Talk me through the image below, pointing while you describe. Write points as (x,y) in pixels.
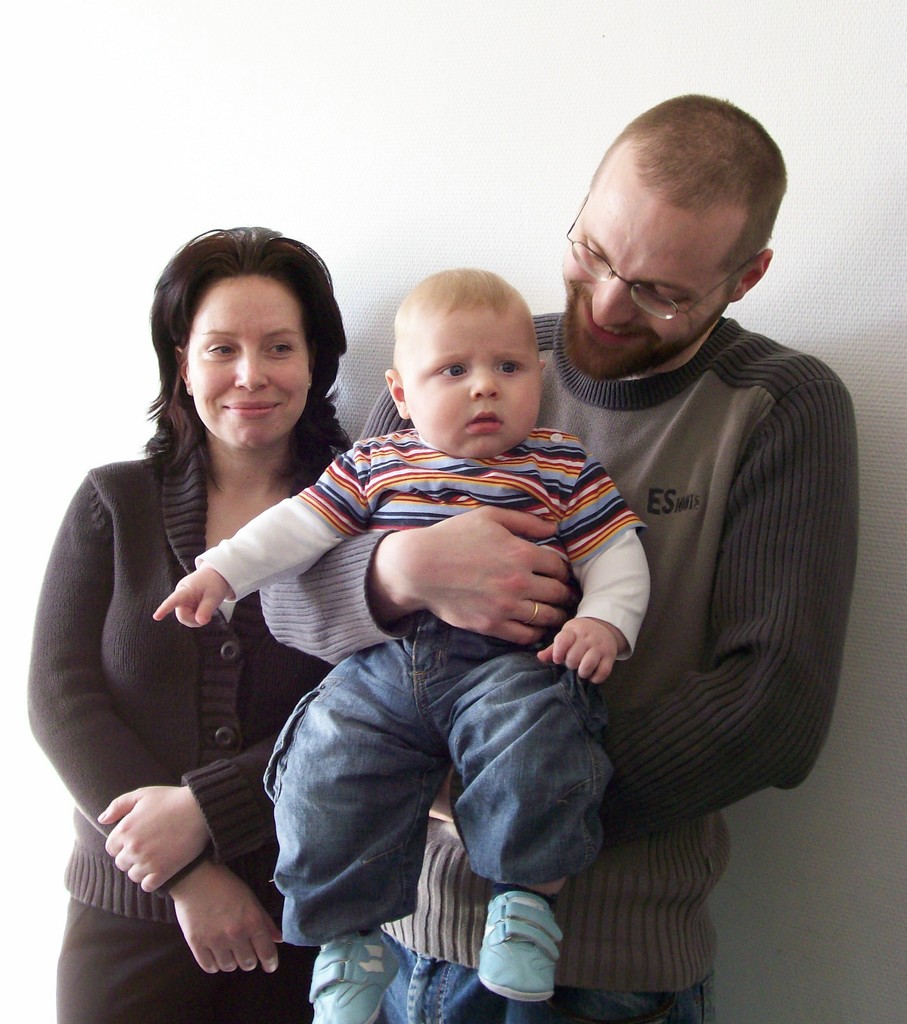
In this picture I can see a woman (242,364) and man (658,219) and man (611,307) holding a baby (326,529) and his wearing spectacles (732,276) and his smiling and background (876,494) is white.
